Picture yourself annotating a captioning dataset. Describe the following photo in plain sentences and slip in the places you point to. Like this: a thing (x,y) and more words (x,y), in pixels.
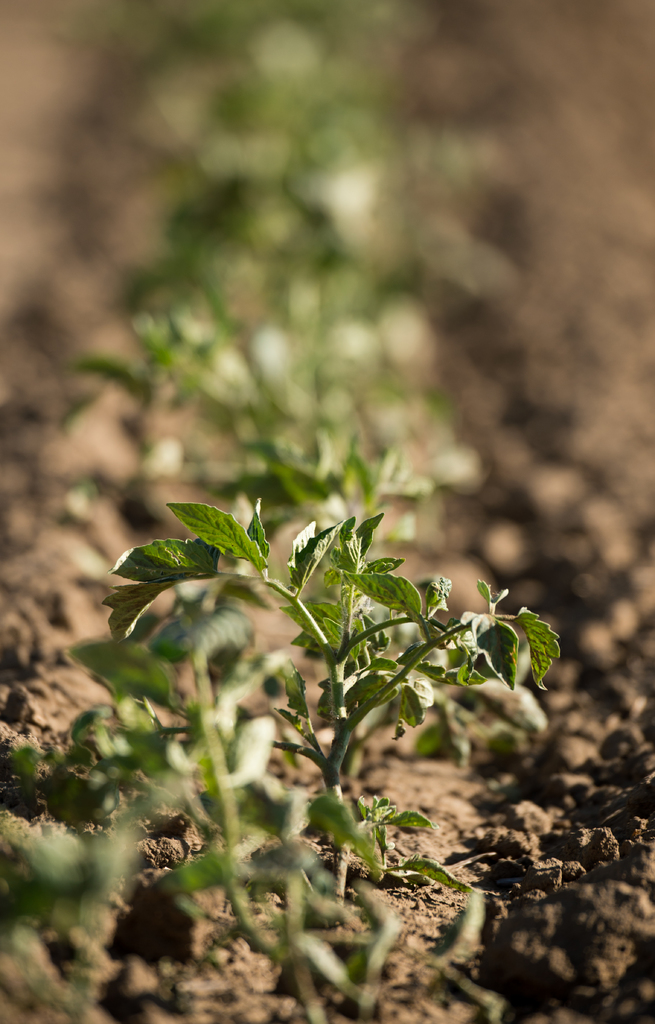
In the picture there are small plants (210,155) present on the ground (458,779).
